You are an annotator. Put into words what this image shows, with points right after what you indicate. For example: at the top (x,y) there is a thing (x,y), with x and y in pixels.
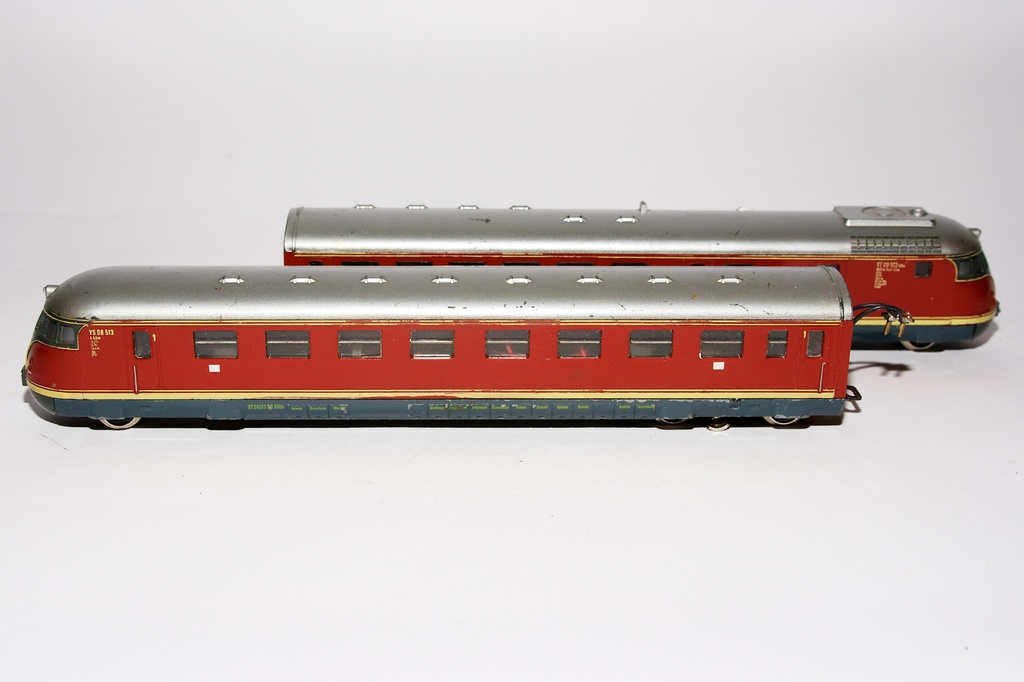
In this picture we can see toy trains (582,367) on a white surface (361,441).
